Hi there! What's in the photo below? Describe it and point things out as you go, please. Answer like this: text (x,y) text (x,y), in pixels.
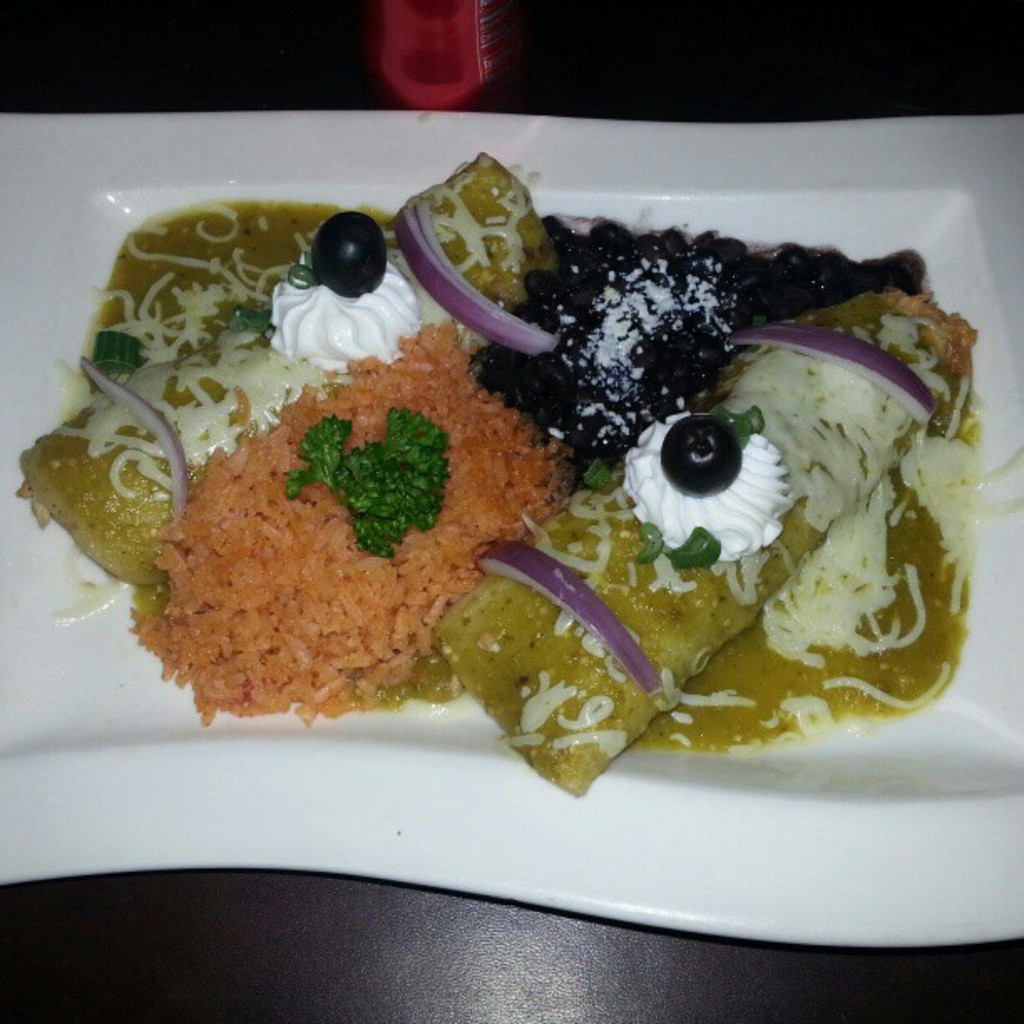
As we can see in the image there is a table (189,973). On table (166,874) there is a white color plate (973,848). On plate (761,782) there is a dish (322,440).
